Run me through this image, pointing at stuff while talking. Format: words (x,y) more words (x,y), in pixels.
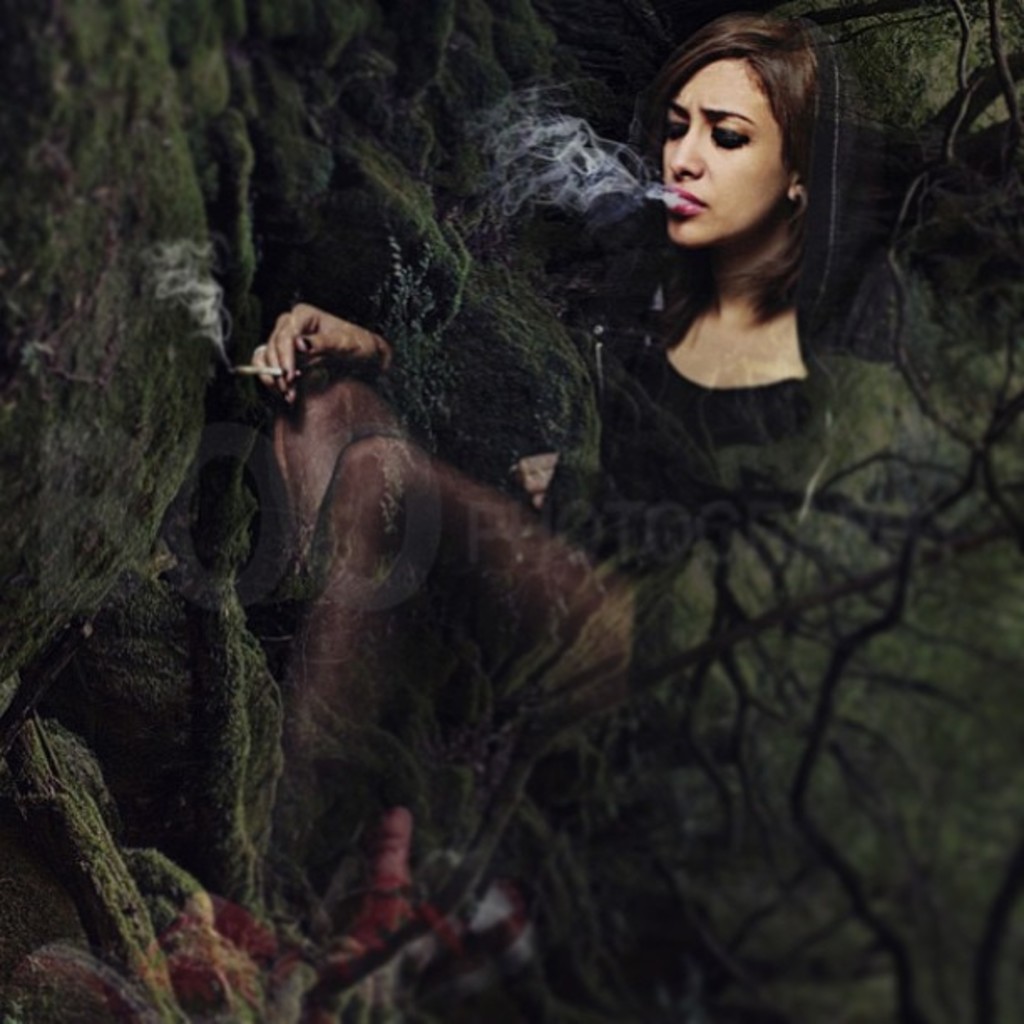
This picture looks like a edited image and I can see a woman (659,457) smoking and I can see a tree (844,501) and few rocks (49,68).
